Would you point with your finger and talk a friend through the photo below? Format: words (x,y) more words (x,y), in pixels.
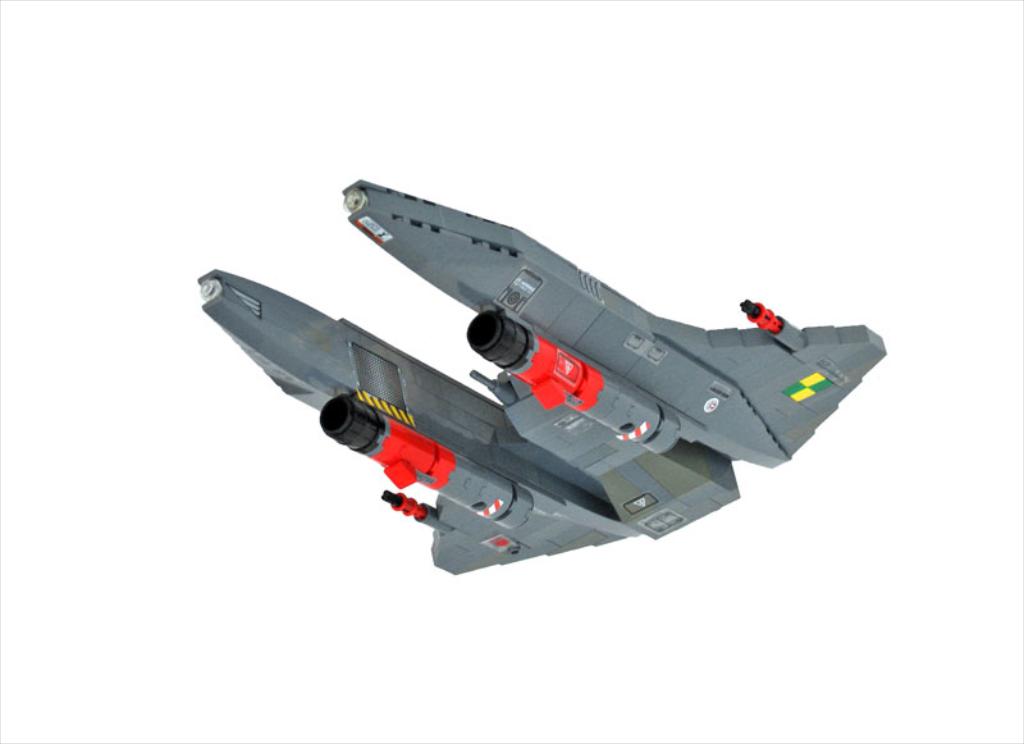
This image contains a jet plane (528,248). Background (712,739) is white in color.
